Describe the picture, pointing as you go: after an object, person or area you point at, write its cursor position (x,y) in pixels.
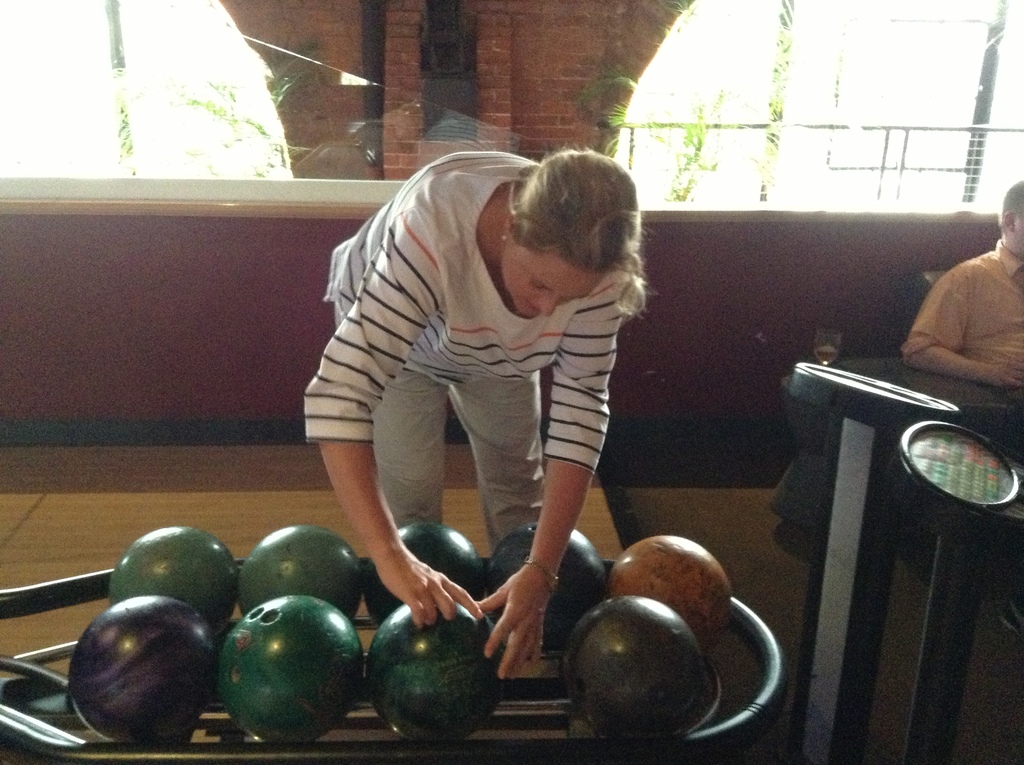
In the picture we can see a woman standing and arranging the balls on the stand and in the background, we can see a person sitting near the bench (949,399) and in the background (365,110) we can see a wall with bricks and some pole (364,1).
